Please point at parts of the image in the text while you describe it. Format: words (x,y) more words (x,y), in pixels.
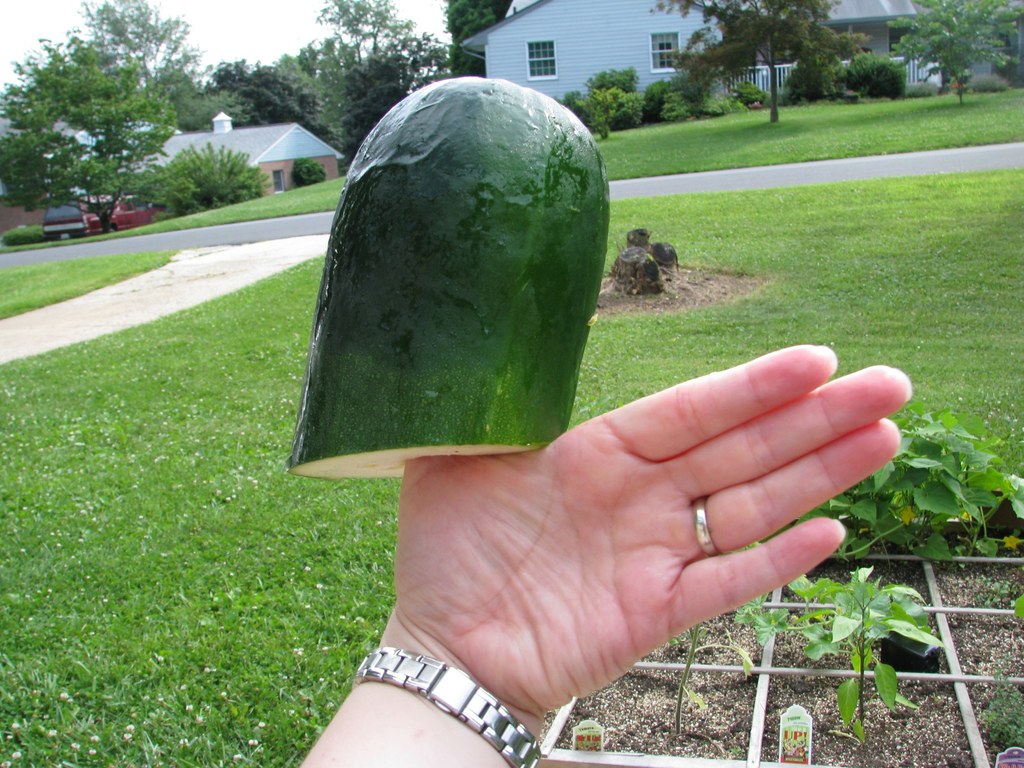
In this image there is a person hand (707,580) having a vegetable (481,305) on his finger (437,482). There is a watch (475,699) to his hand (504,682). Few wooden sticks (964,700) are on the land (705,651) having few plants (848,630) on it. Left side (10,335) there is a path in between the grassland (224,383). A vehicle (144,212) is at the left side of image (69,228). Background (85,188) there are few trees (73,193) and houses (510,65). Left top of image (253,31) there is sky (283,31).
